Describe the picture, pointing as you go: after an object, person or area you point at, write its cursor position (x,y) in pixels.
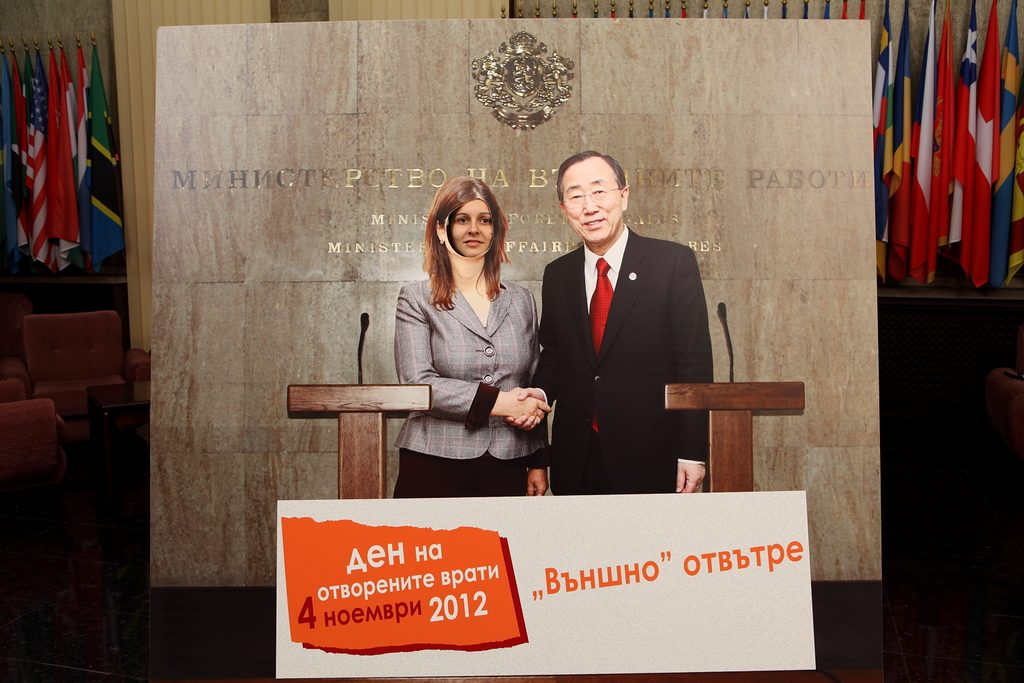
In this image there are two persons (499,262), text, podium (343,387) visible in the middle (537,387), in the background (68,191) there are some flags (965,140), on the left side (29,476) there are some chairs (60,392).
